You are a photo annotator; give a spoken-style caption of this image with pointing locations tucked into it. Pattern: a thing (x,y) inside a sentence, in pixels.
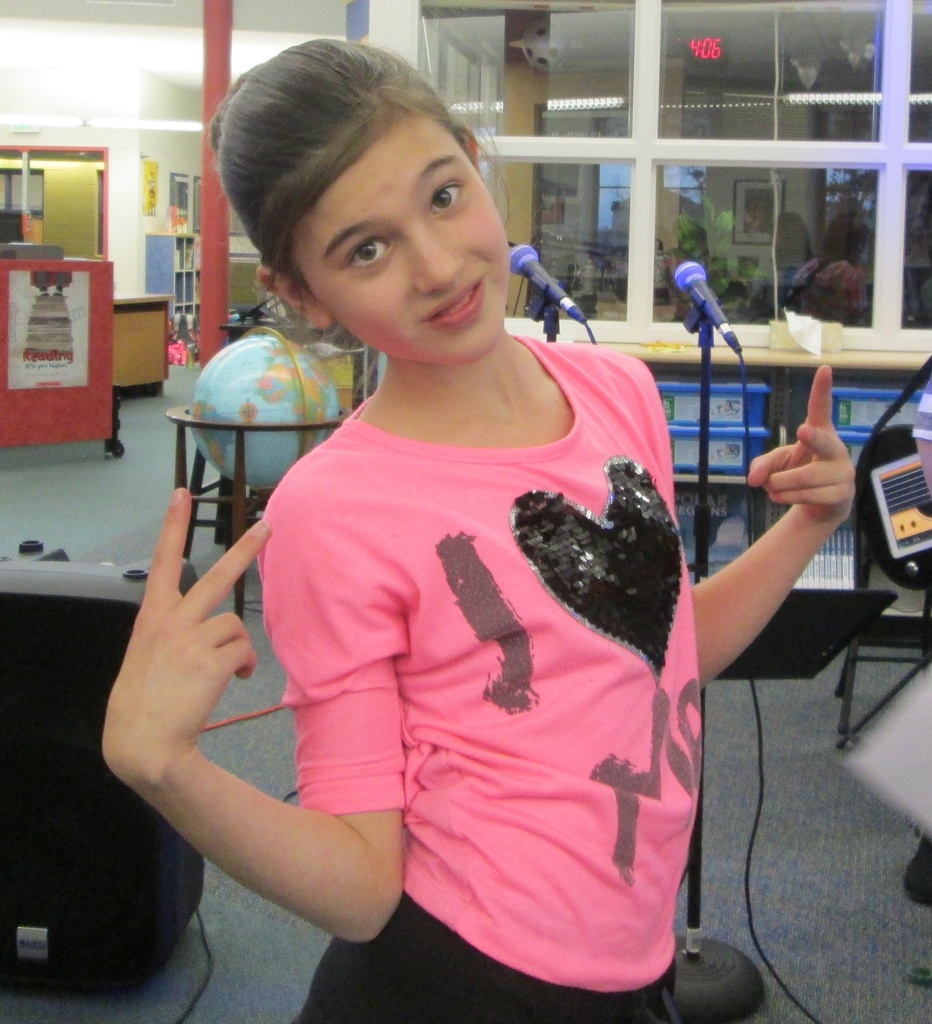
In this image we can see a girl (503,681) wearing pink color T-shirt (526,728), behind her there are tables (118,395), mics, globe (248,479) on the stand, electronic instruments (113,634), walls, lights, and we can see glass windows (69,185) chairs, and some posters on the wall (160,222).
